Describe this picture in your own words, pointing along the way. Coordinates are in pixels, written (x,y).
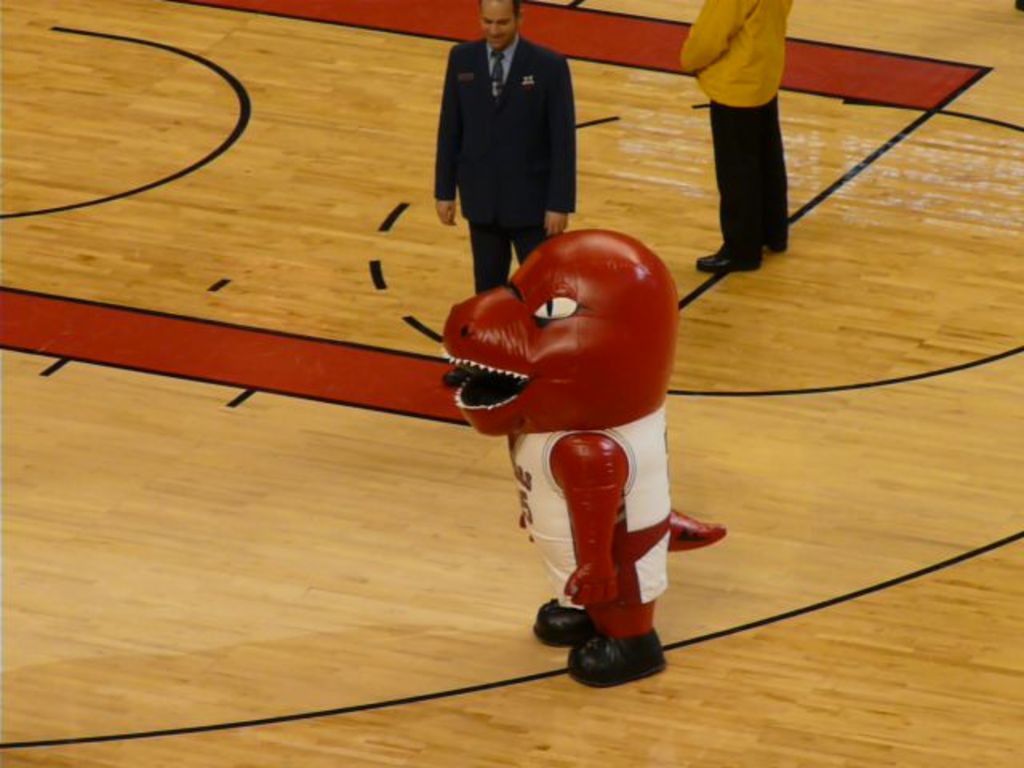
In this image there are two persons (737,108) standing on the top of this image (508,141) and there is a person (560,432) wearing a cartoon costume (557,446) as we can see in middle of this image (544,453) and there is a ground (347,345) in the background (261,349).
